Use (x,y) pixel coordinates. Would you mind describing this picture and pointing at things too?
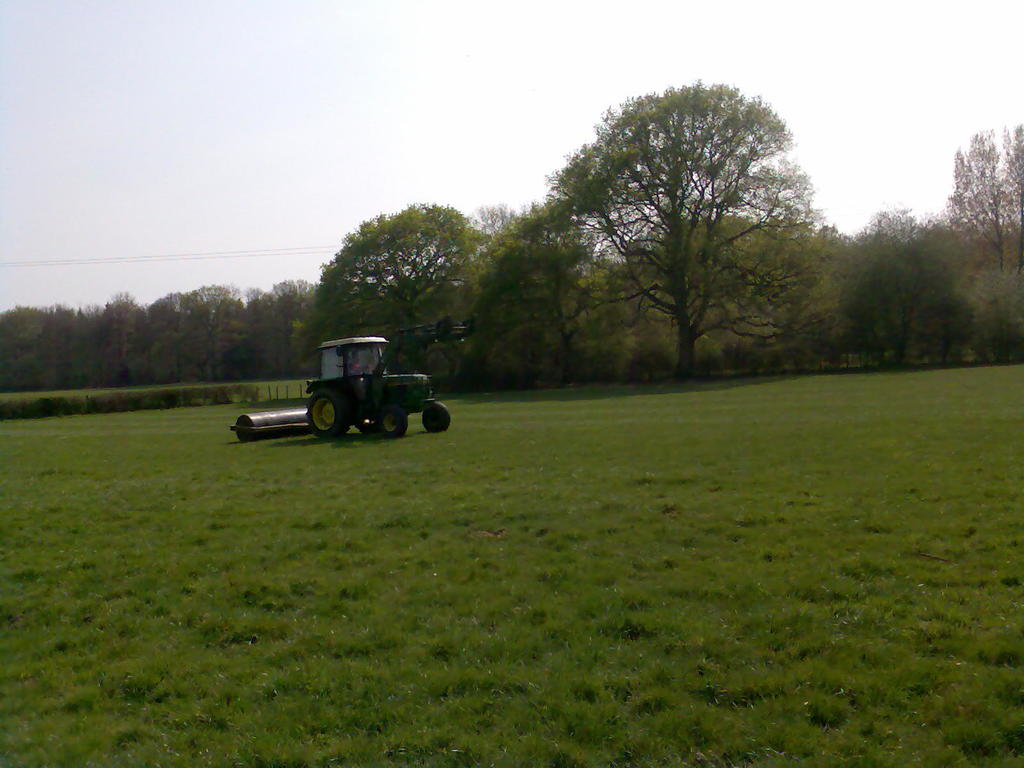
In this image I can see an open grass ground (525,530) and on it I can see a green colour tractor (348,377). In the background (531,374) I can see number of trees (557,247), wires (234,252) and the sky (111,185).
